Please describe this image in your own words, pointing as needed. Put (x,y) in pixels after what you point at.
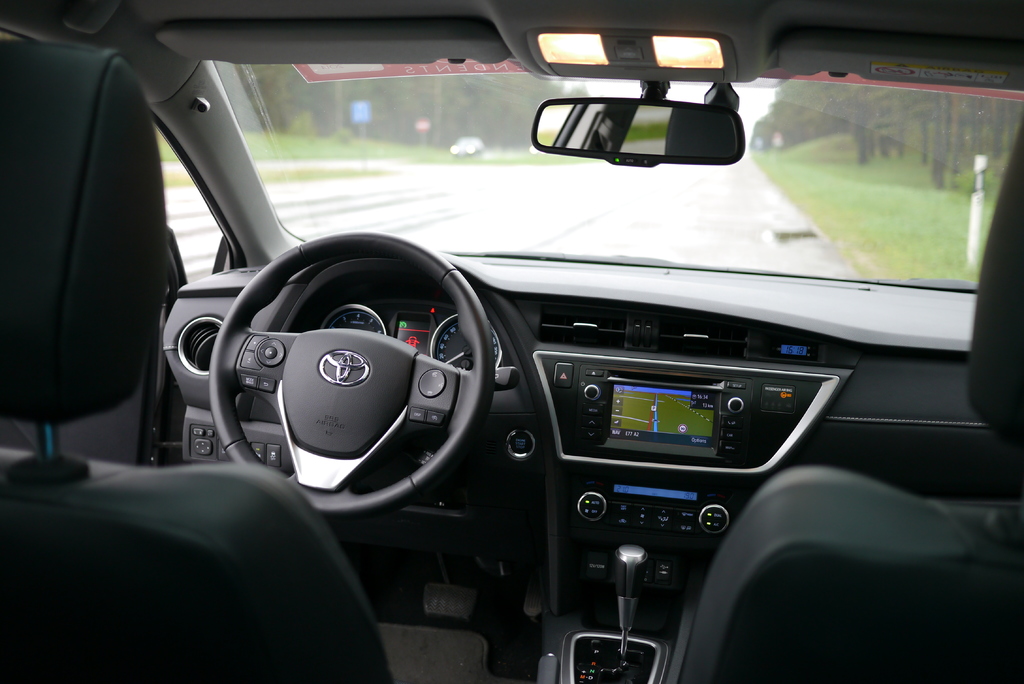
This is the inside view of the vehicle (699,494) in this image on the left side (252,329) there is a steering (417,399), in the center (609,420) there is small television (650,407) and in the background (582,197) there is a road (672,195). And on the right side (875,160) and left side (295,148) there are some trees (395,114), grass (814,142) and some other vehicles (467,147).
